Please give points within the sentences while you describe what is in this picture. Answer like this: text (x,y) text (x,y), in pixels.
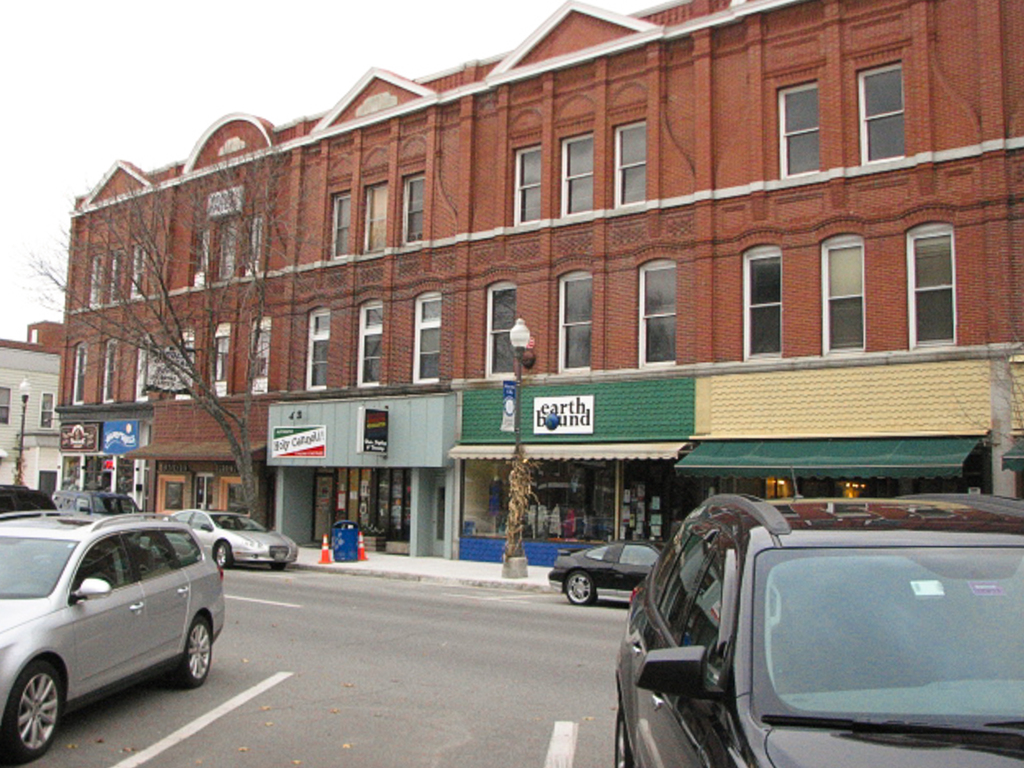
This picture is clicked outside the city. At the bottom (479,707), we see the road (455,658) and the vehicles (140,570) parked on the road (498,714). In the middle (525,345), we see a light pole (515,329), garbage bin (343,559) and the traffic stoppers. Behind that, we see a building (464,301) in brown color. We see the walls (423,446) in grey and green color. We see the glass doors (569,470) from which we can see the mannequins (565,523). We see the boards (312,426) in white and blue color with some text (306,444) written on it. On the left side (45,394), we see a light pole (22,383), a building (33,399) in white color with a brown color roof (30,345). We see the boards (79,435) in brown and blue color with some text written on it. At the top (164,42), we see the sky (177,49).
